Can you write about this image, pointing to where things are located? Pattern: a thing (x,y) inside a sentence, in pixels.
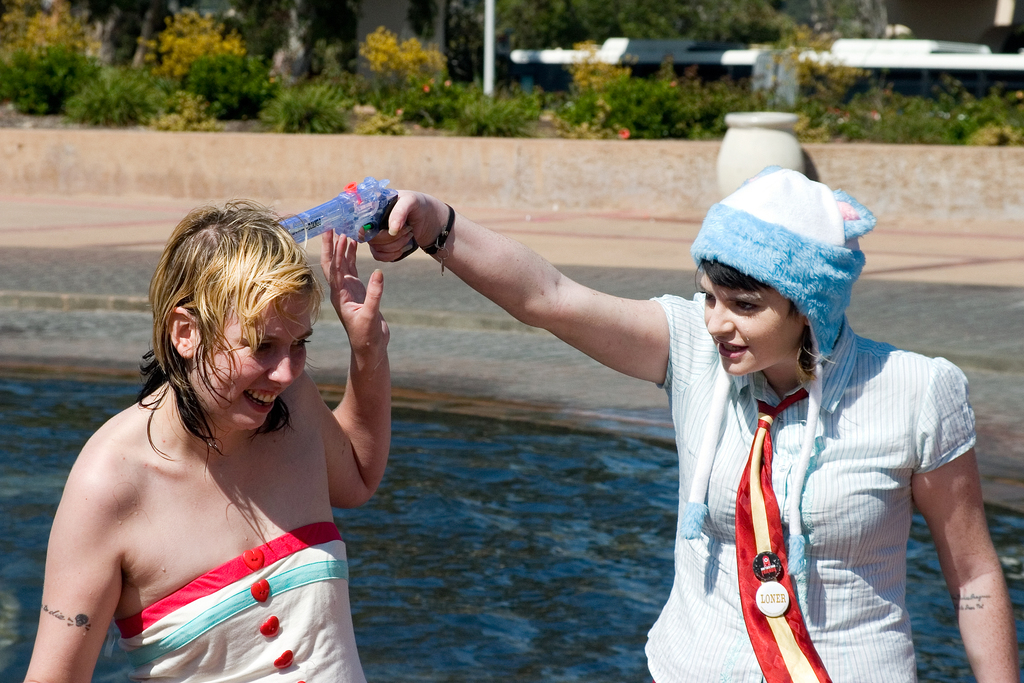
In the foreground (408,217) I can see two women's (690,435) in the water (589,602). In the background (320,99) I can see a fence (526,168), flower pot (738,147), plants (390,123), pole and trees (696,28). This image is taken may be near the swimming pool (568,610).
